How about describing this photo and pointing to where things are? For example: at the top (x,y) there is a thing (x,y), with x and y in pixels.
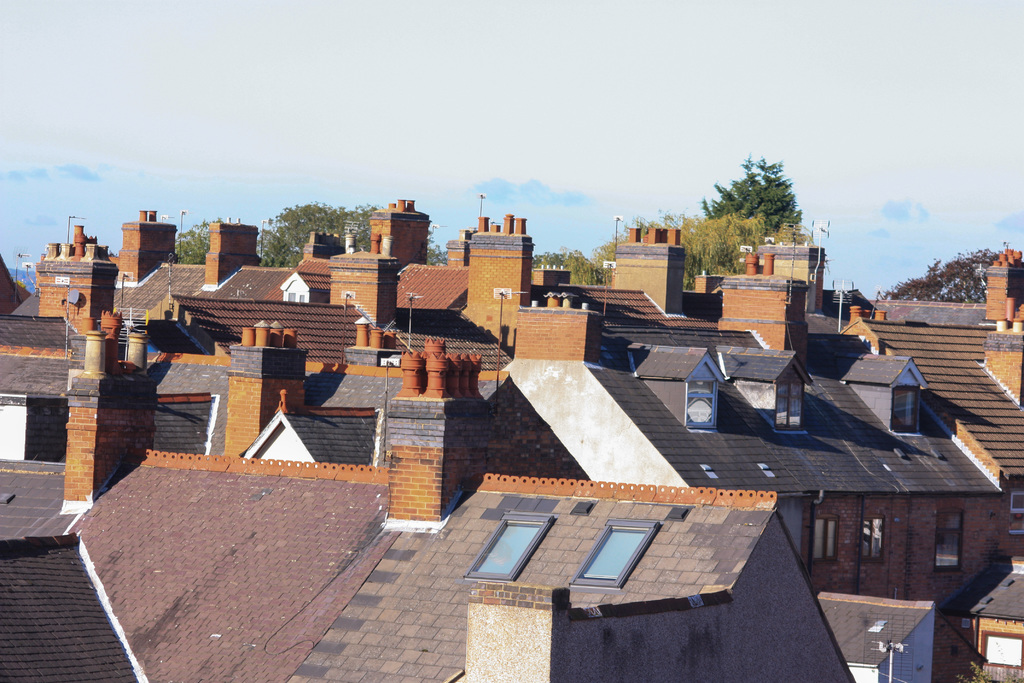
In this image we can see so many houses (549,314). In the background (298,228), we can see trees (285,221). At the top of the image (763,54), we can see the sky (262,92).
